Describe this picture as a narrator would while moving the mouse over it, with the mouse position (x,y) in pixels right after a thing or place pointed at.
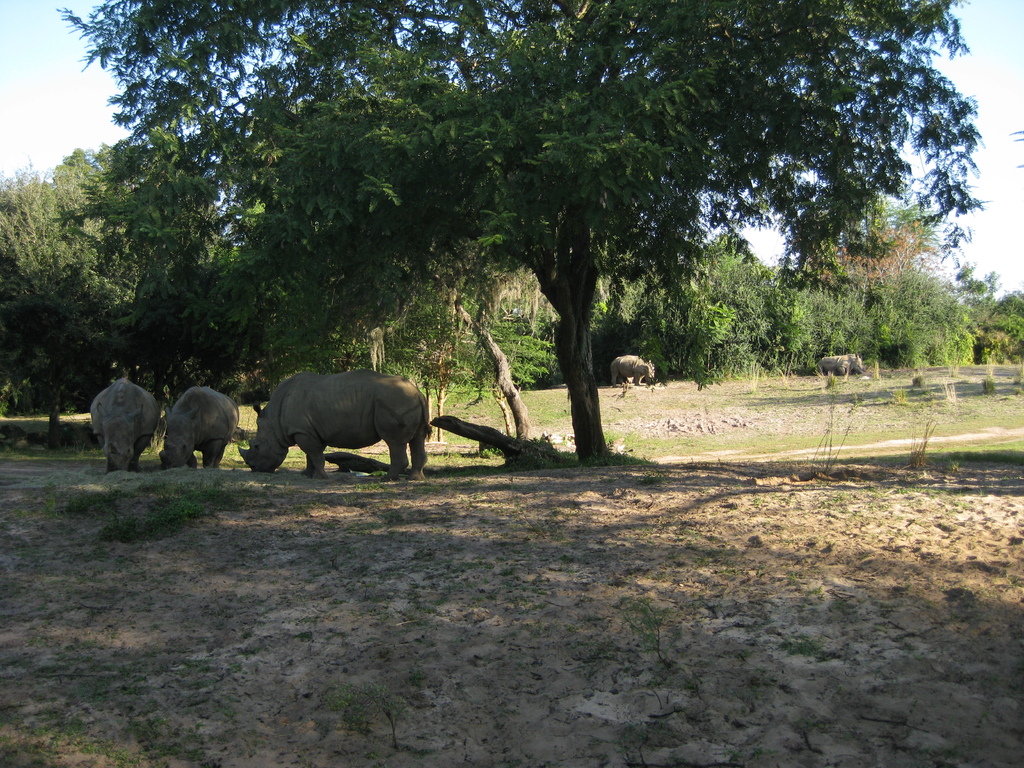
In this picture we can see animals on the ground (413,564) and in the background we can see trees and the sky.
